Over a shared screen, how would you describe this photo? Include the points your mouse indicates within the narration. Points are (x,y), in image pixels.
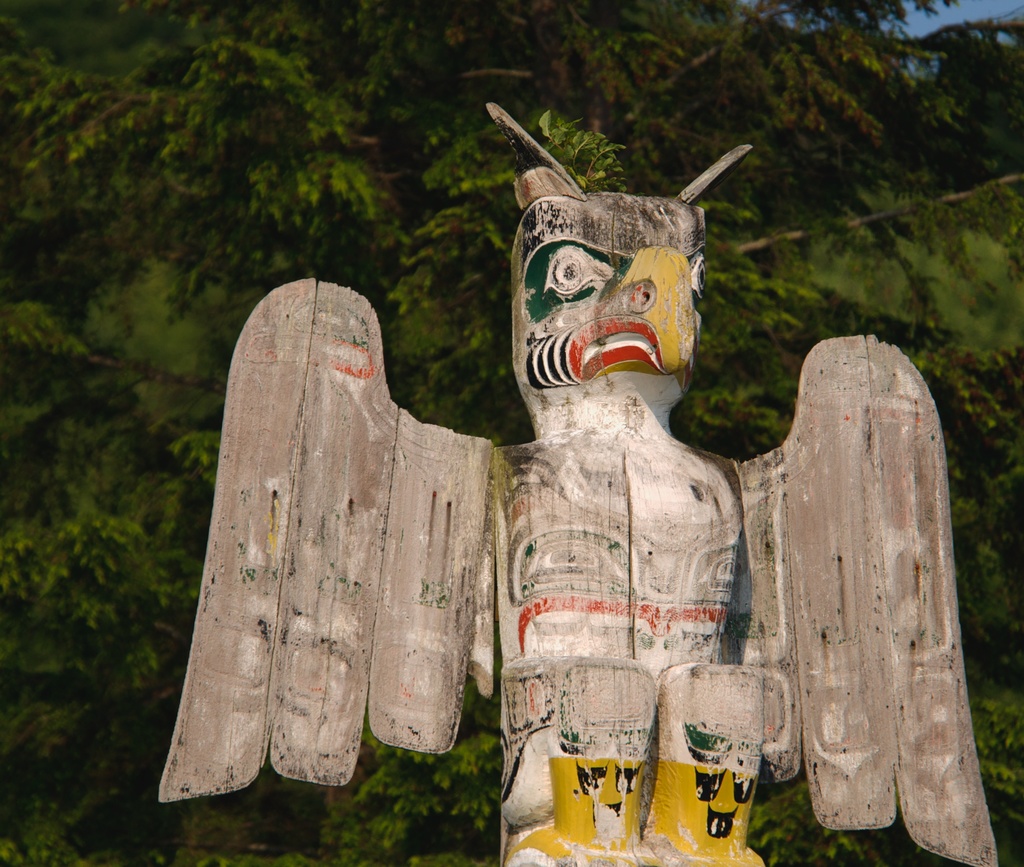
In the center of the image (604,465) we can see a sculpture of a bird (628,613). In the background (161,140) there are trees (445,181).
